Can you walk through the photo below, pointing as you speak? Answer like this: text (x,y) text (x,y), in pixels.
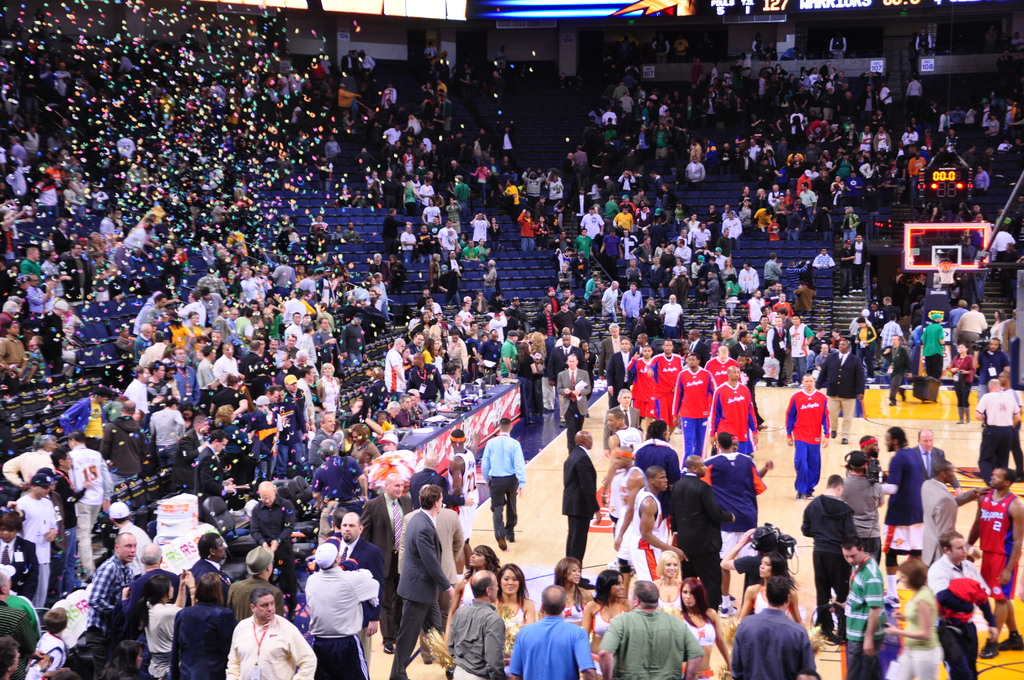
In the center of the image (627,354) we can see a few people (498,466) are standing and few people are wearing red t shirts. In the background (849,297), we can see the banners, lights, chairs (587,95), staircases (985,308), one screen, few people (1001,233) are sitting, few people (392,237) are standing and few other objects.
